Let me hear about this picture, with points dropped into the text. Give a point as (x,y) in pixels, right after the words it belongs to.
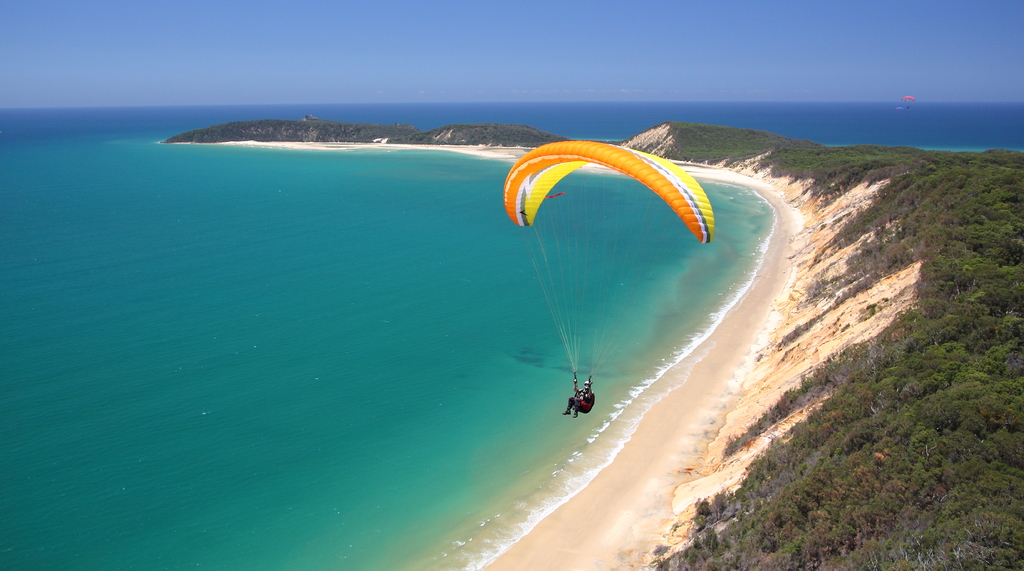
In this picture I can see a person (578,410) parachuting with a parachute (540,199), there is water (408,238), trees (931,202), there is another parachute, and in the background (642,34) there is sky (665,54).
